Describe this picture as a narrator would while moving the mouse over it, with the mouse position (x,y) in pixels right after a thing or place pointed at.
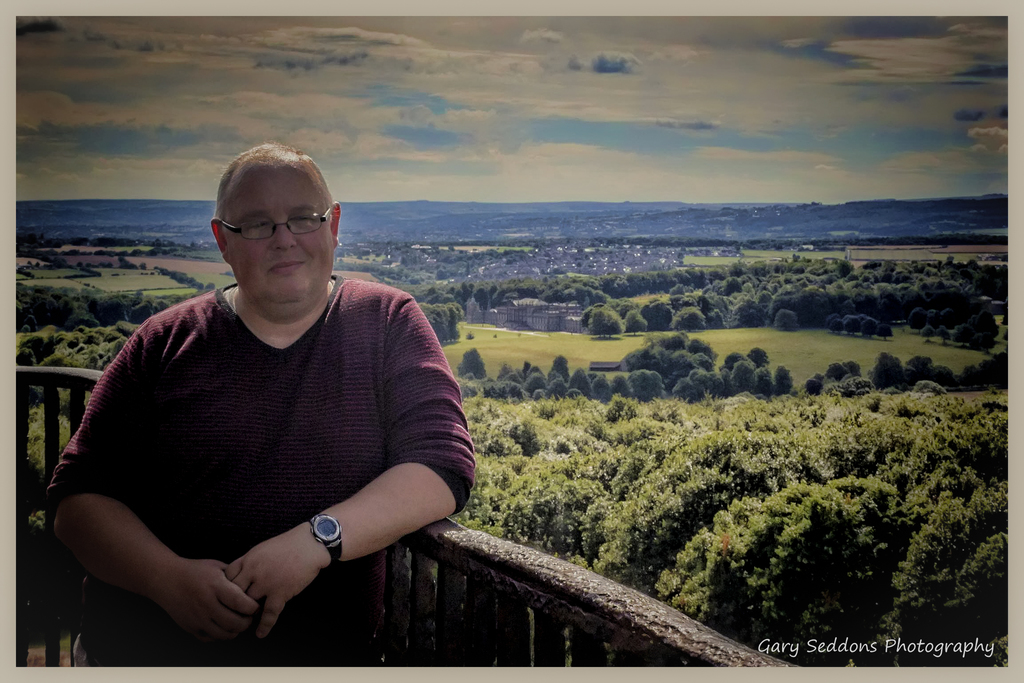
In this picture we can see a man (331,462) standing here, he wore a t-shirt (337,452) and watch (331,550), we can see railing (487,607) here, in the background (563,548) there are some trees (714,445) and grass (805,359), there is sky (617,79) at the top of the picture (618,65), at the right bottom (915,648) we can see some text (835,642).
